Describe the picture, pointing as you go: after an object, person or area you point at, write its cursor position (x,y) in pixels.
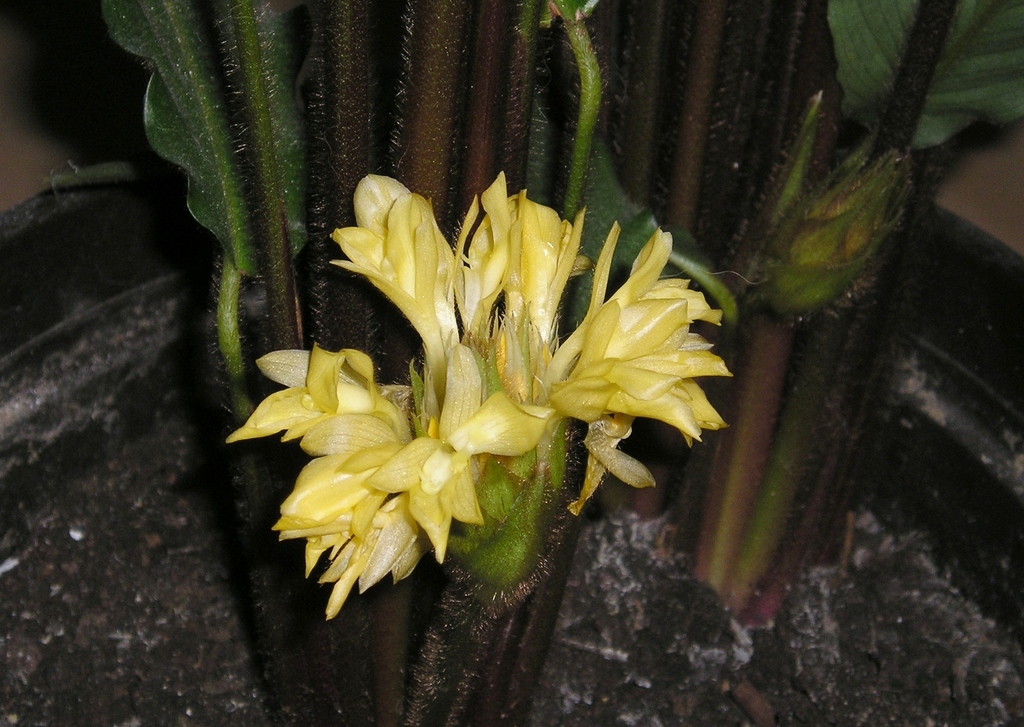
In this image I can see the flower (377,490) to the plant (328,146). I can see the flower (380,425) is in yellow color. I can see there is a blurred background (8,60).
